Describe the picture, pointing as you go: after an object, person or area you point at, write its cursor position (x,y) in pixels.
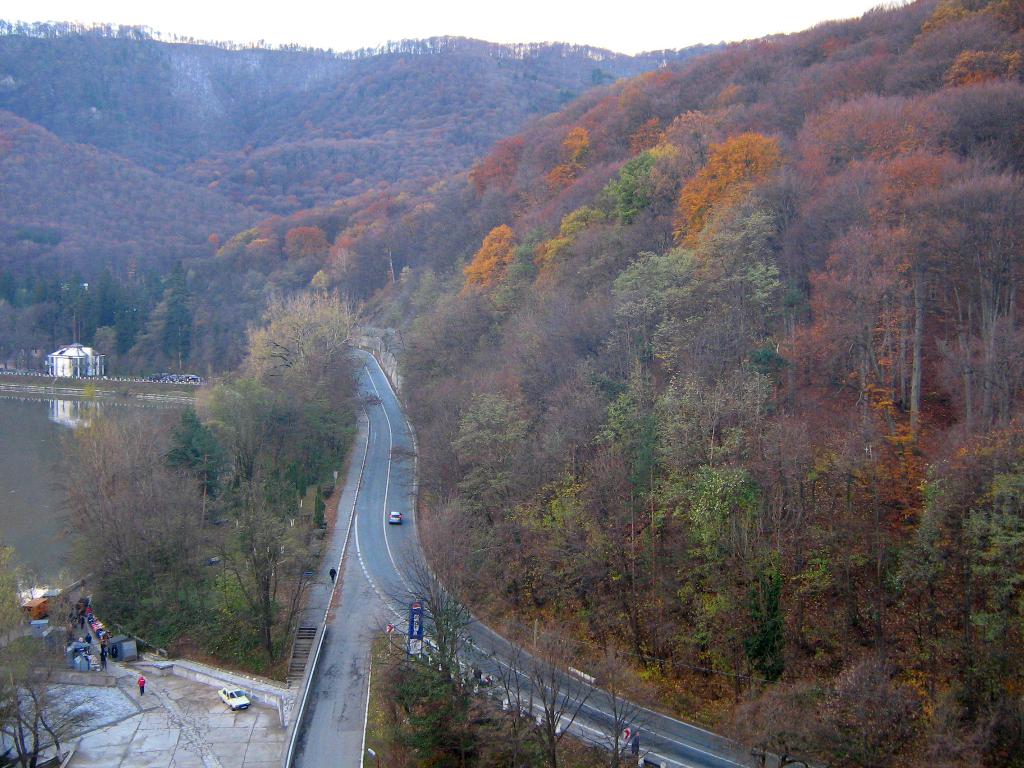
In this picture we can see some trees (738,307) here, there is a car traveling on the road (396,498), on the left side (105,644) there are some people (143,682) standing here, we can see water (40,508) here, there is a board (413,630) here, we can see the sky (305,44) at the top of the picture (318,14).
